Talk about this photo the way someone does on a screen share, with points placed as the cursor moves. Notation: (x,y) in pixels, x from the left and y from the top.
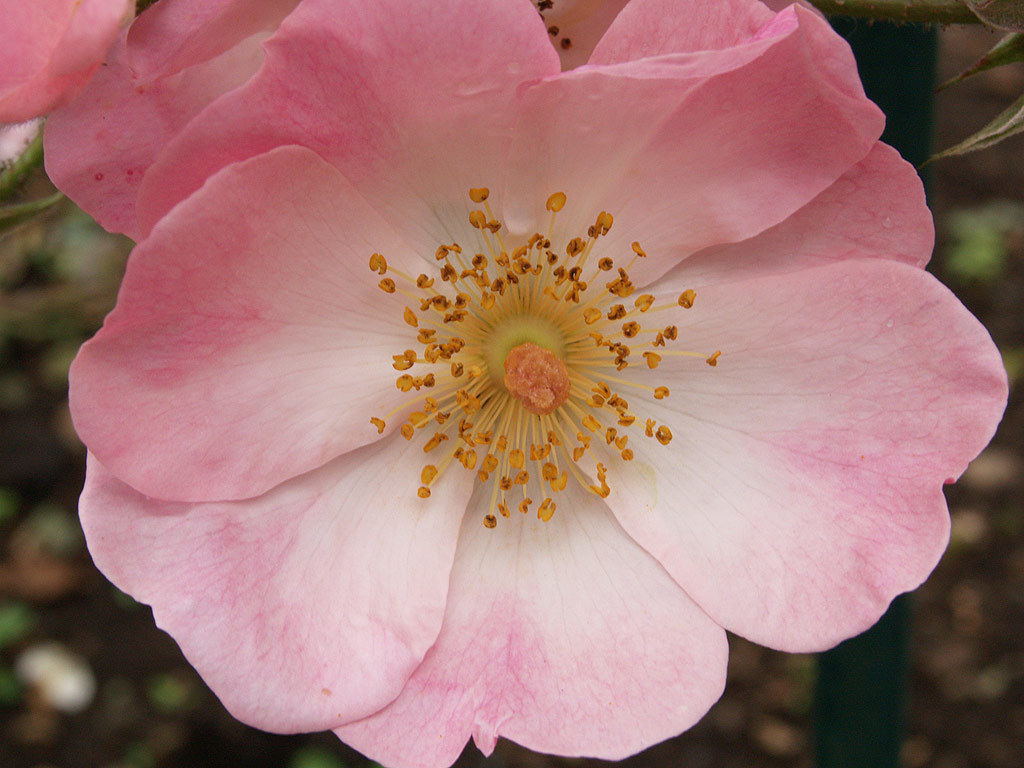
Here we can see a pink flower (739,264). Background (1018,296) it is blur.
